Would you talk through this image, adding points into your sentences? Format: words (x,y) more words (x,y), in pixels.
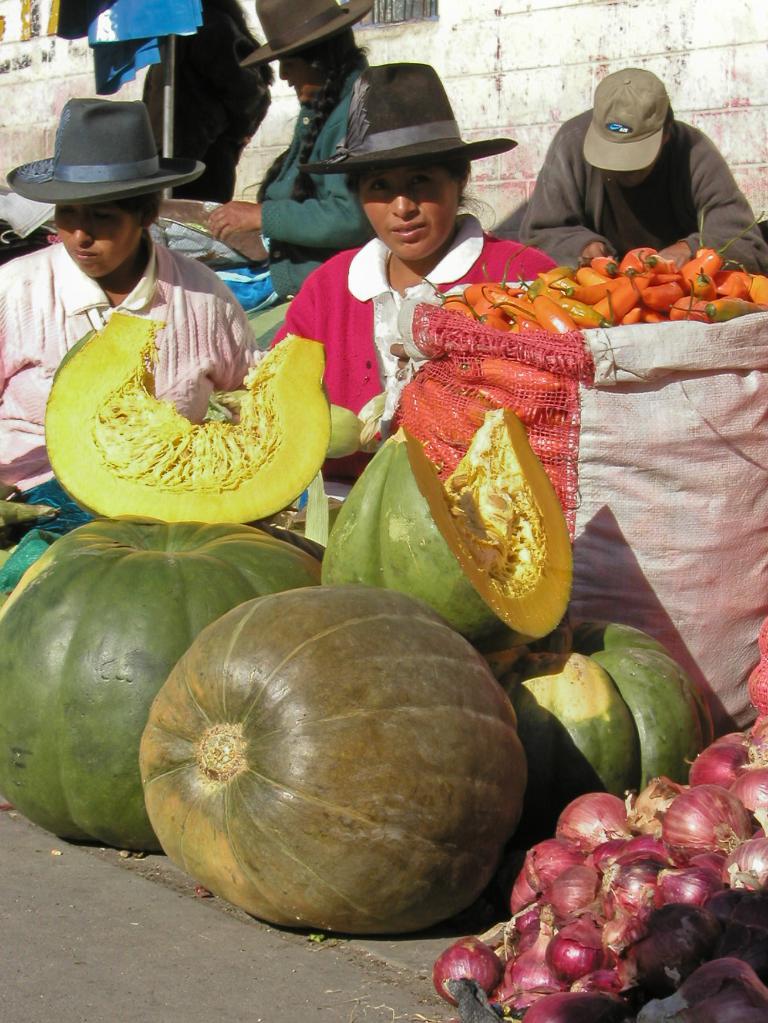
This picture describes about group of people (380,229), they wore caps (394,91), in front of them we can find few vegetables (534,749).
